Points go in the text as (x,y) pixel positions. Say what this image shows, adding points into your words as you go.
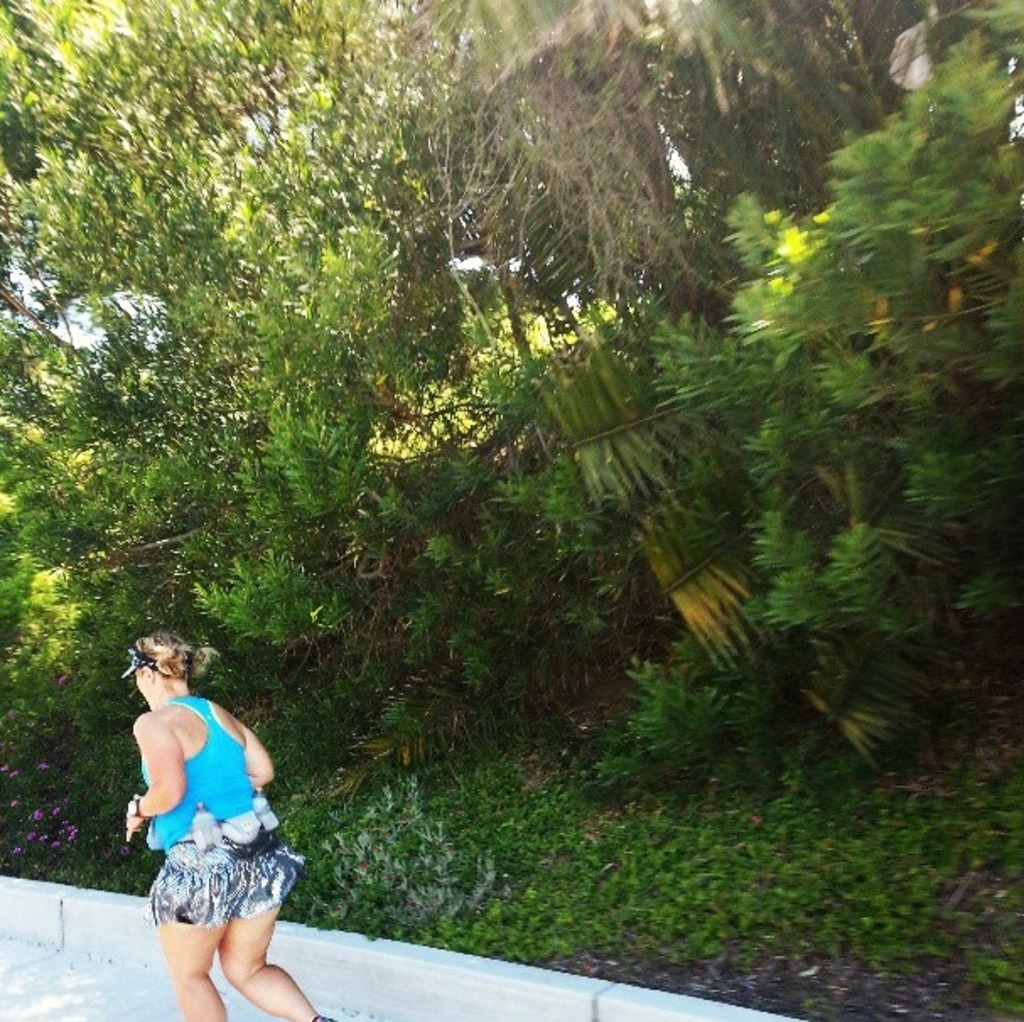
There is a woman (205,766) in blue color t-shirt (220,763), running on the footpath (98,989), near a wall (54,936). In the background (1000,326), there are trees (1011,332) and there is sky (63,326).
